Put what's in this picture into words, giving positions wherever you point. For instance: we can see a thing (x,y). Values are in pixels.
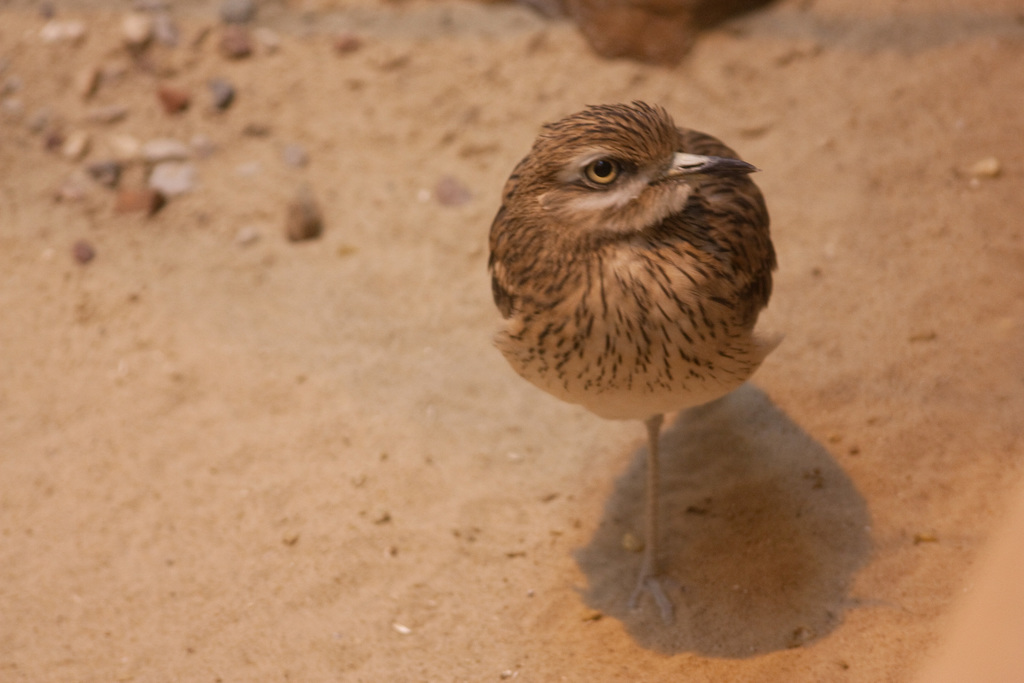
In the center of the image (545,306), we can see a chick (632,300) on the ground (266,517).
